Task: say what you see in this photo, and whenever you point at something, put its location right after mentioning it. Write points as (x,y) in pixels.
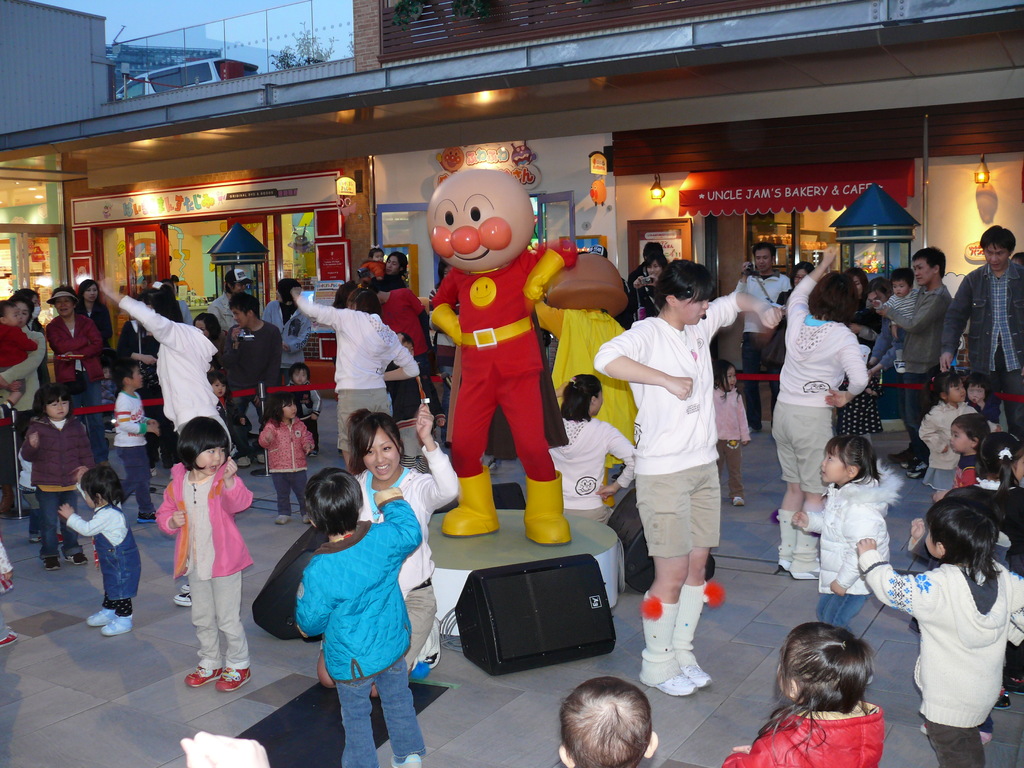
In the foreground (351,596) I can see a crowd (452,486) on the floor (441,651), bags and a person (487,418) in a costume (550,311). In the background (591,208) I can see a building (570,232), shops (451,172), lights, doors (572,202), houseplant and the sky (159,4). This image is taken may be near the shop (725,235).
